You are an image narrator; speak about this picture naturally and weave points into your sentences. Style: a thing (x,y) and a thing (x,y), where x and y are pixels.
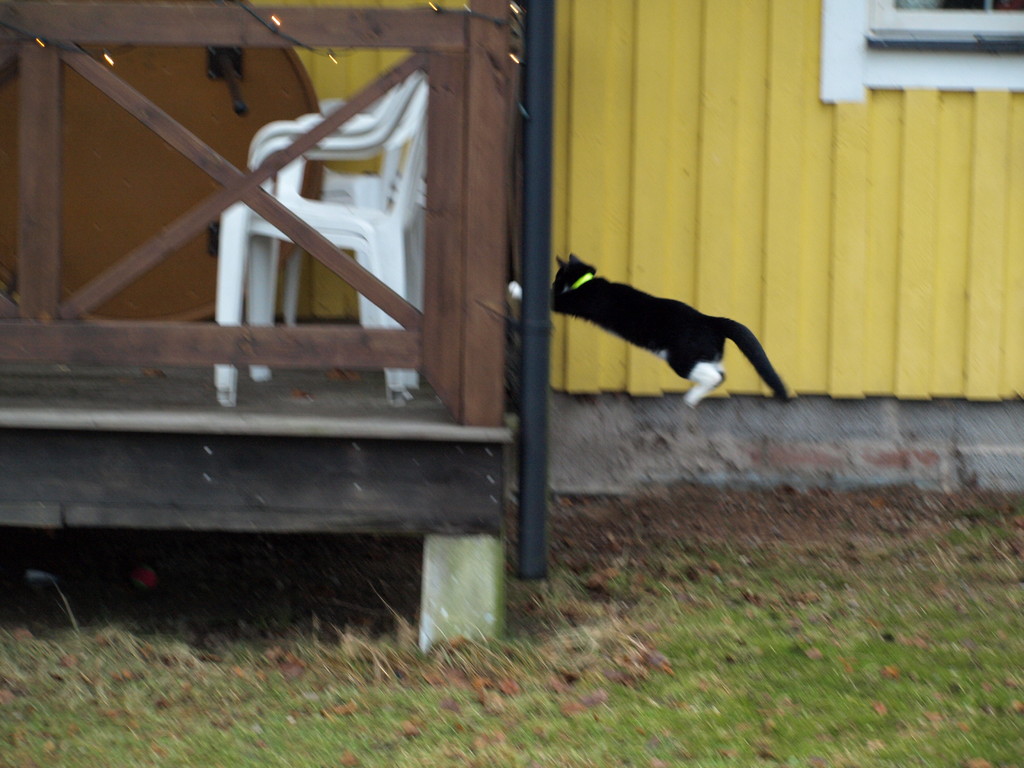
This image consists of a cat (672,363) in black color. It is in the air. At the bottom (483,701), there is green grass (529,709) on the ground (410,633). In the front (45,141), we can see a railing (27,141) made up of wood (167,141). And there are chairs (369,236) in white color. In the background (779,151), there is a wall (776,200) in yellow color along with a window (895,87).
